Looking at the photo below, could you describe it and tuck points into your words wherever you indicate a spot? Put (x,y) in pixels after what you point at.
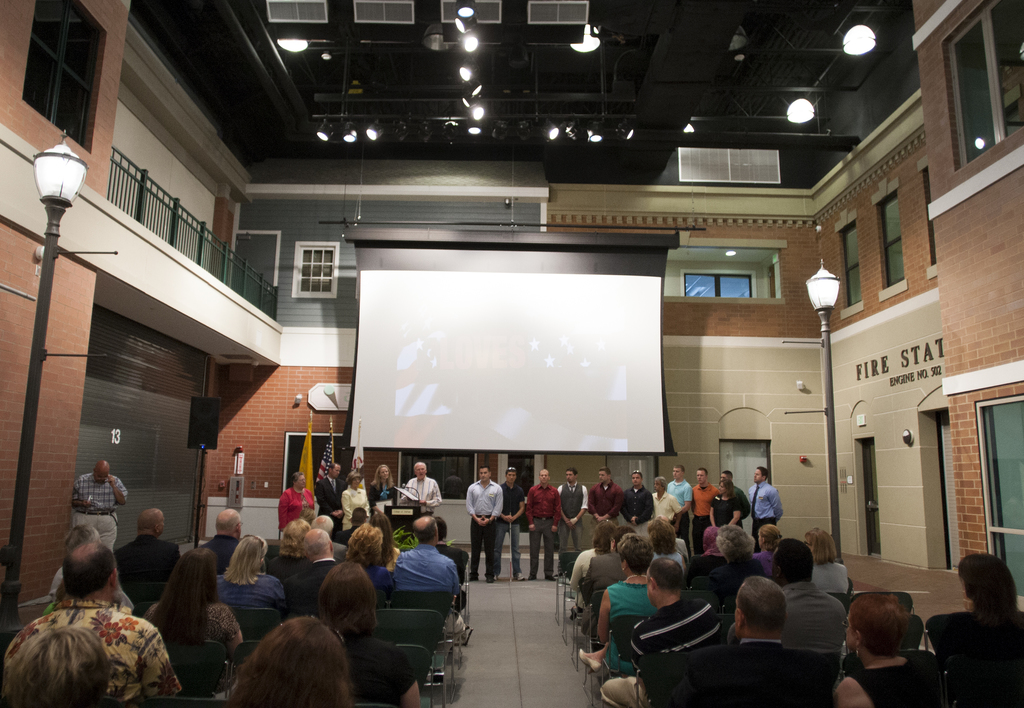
In this image we can see people (306,602). And we can see a few people (339,564) sitting and some are standing. And we can see the flags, lights (828,354). And we can see the windows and the wall (249,188). And we can see the white screen (386,279). And we can see the metal railing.
